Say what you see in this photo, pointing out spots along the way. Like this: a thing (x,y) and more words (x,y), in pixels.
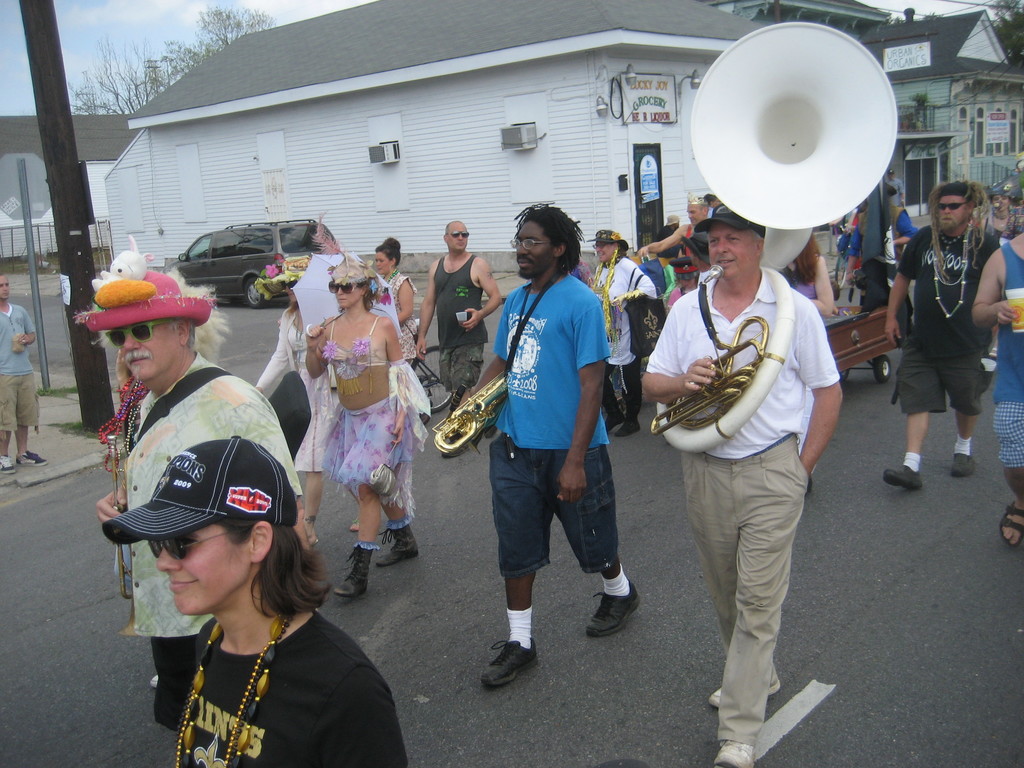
In this image there are a few persons (695,349) walking down the streets (337,507) by holding a few musical instruments (436,428) in their hands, in the background of the image (241,255) there is a car (248,251) parked in front of a building (670,169).
